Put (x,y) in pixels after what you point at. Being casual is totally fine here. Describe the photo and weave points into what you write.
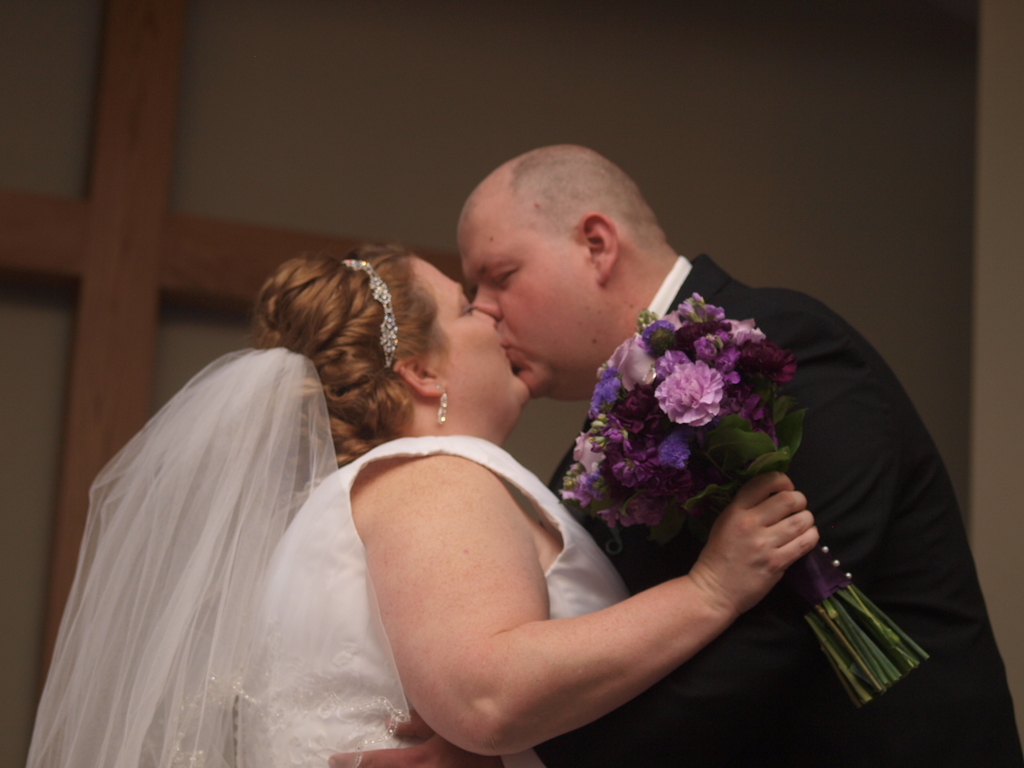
In this image, I can see the man (538,371) and woman (493,630) standing and kissing each other. This woman (540,542) is holding a flower bouquet (824,580) in her hand (796,541). In the background (150,200), I think this is a holy cross symbol (138,247), which is attached to the wall (234,114).
